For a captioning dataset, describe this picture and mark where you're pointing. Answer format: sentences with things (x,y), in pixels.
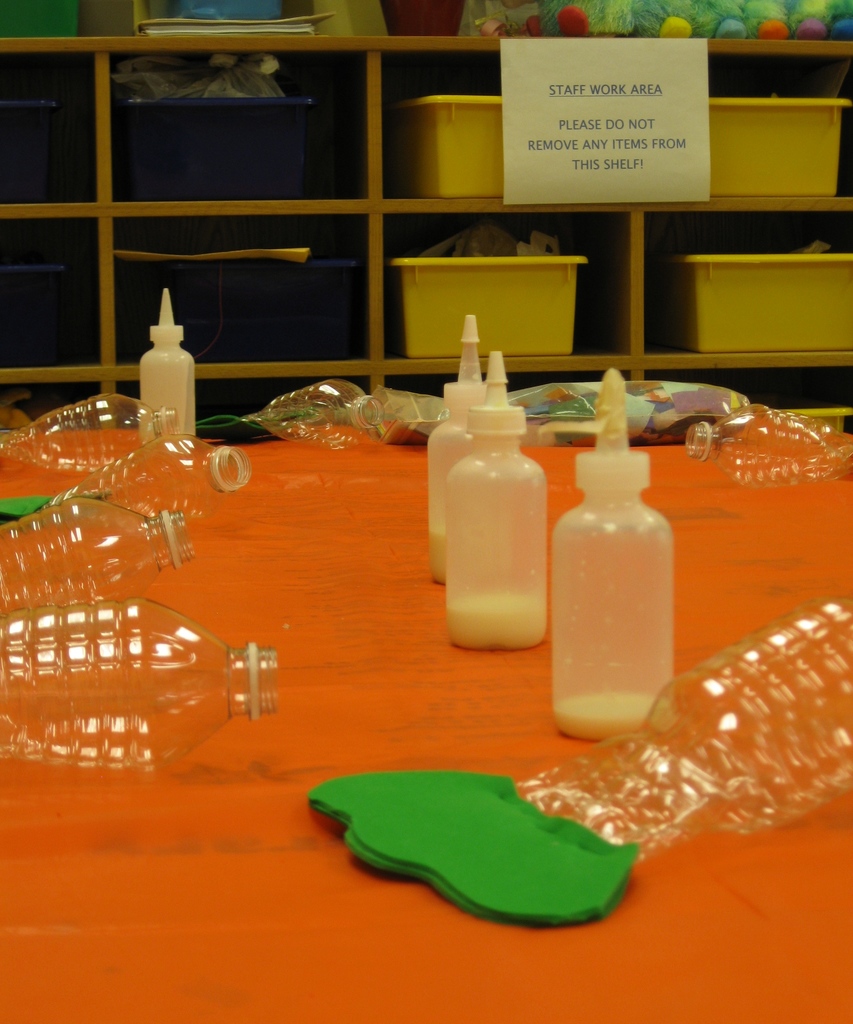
On the background (492,211) we can see containers (798,283) in a racks (628,240). This is a paper note (615,154). Here we can see bottles (433,471) with liquids (177,377) and empty bottles (339,423) on the table (305,955).
